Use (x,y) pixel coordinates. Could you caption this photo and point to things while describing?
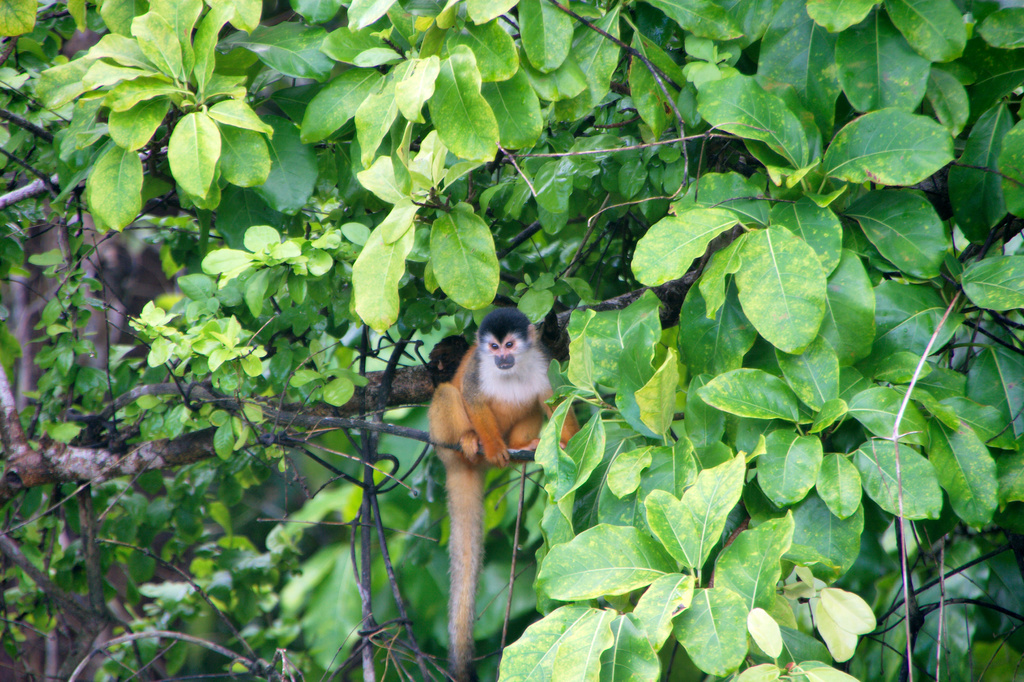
In this image I can see a tree (832,375) which is green in color and on the tree (627,399) I can see an animal (530,400) which is white, orange and black in color.
